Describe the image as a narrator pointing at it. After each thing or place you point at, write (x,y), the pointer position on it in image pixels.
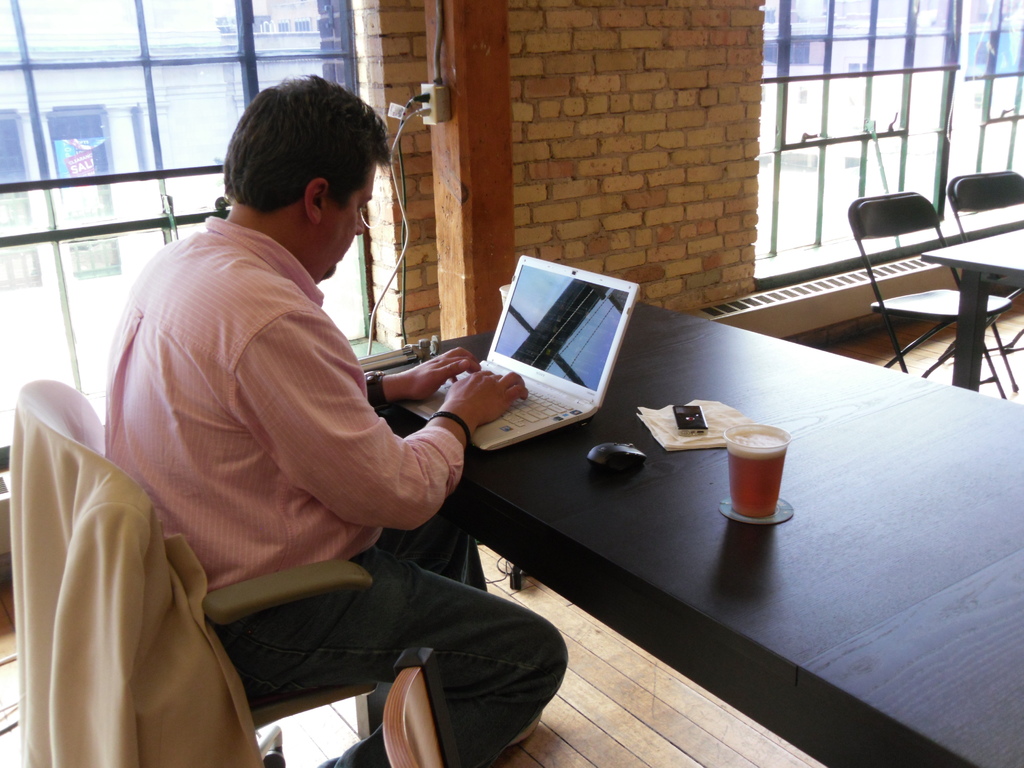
A man (264,346) wearing pink shirt (253,399). He is sitting on a chair (273,585) and doing something on laptop (576,360), beside him there is a mobile (688,429), mouse (609,463) and cup of drink (758,466). There is a table (1009,261) and two steel chairs (906,220). Here it's a brick wall (615,123). Here socket (435,106) there connected some wires (397,181). Background we can see a building (138,129).
